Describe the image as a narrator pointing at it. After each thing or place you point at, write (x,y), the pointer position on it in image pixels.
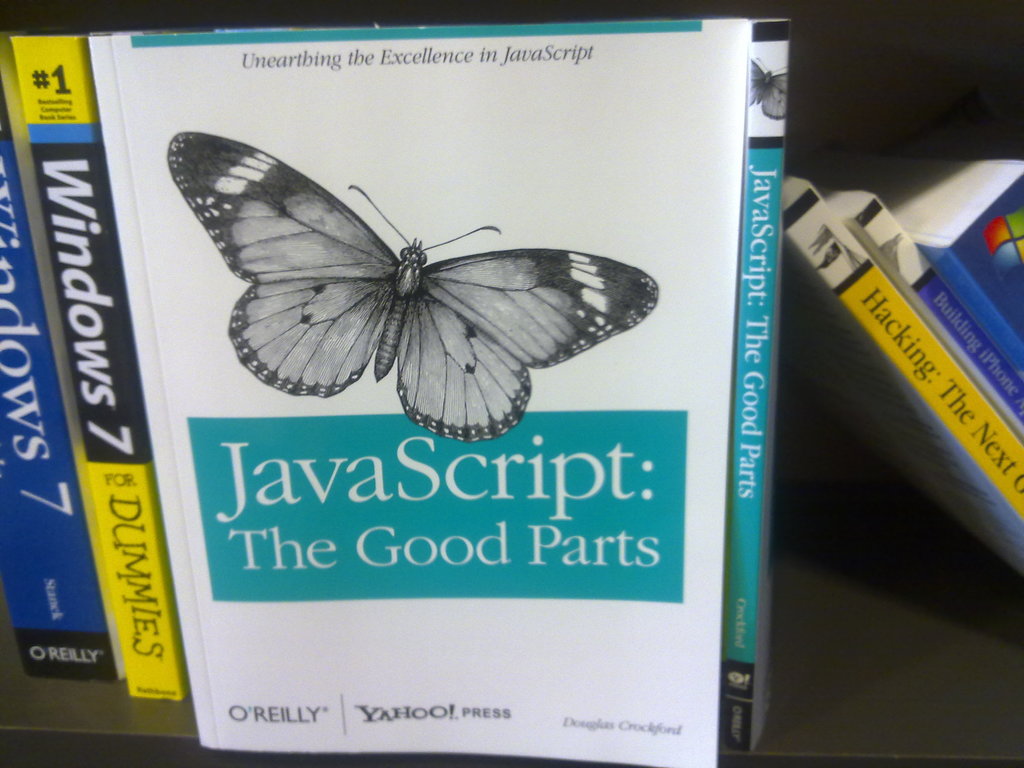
In this image we can see books (481,532) arranged in the cupboard (798,467).
